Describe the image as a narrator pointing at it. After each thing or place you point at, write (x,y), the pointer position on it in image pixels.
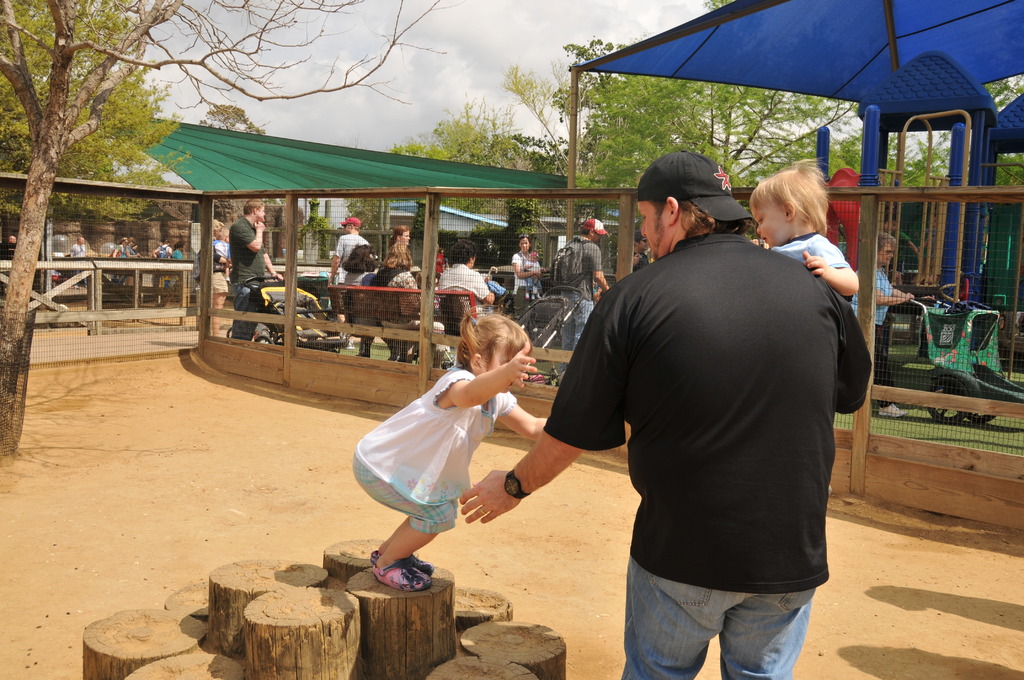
In the center of the image (600,370) we can see person (708,306) holding a baby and person (424,588) standing on the wood (354,581). On the left side of the image (58,55) we can see trees (68,123). In the background (102,307) we can see fencing (87,290), vehicles (937,380), benches (399,314), persons (250,257), tent (890,54), trees (481,121), sky (363,53) and clouds (331,46).
